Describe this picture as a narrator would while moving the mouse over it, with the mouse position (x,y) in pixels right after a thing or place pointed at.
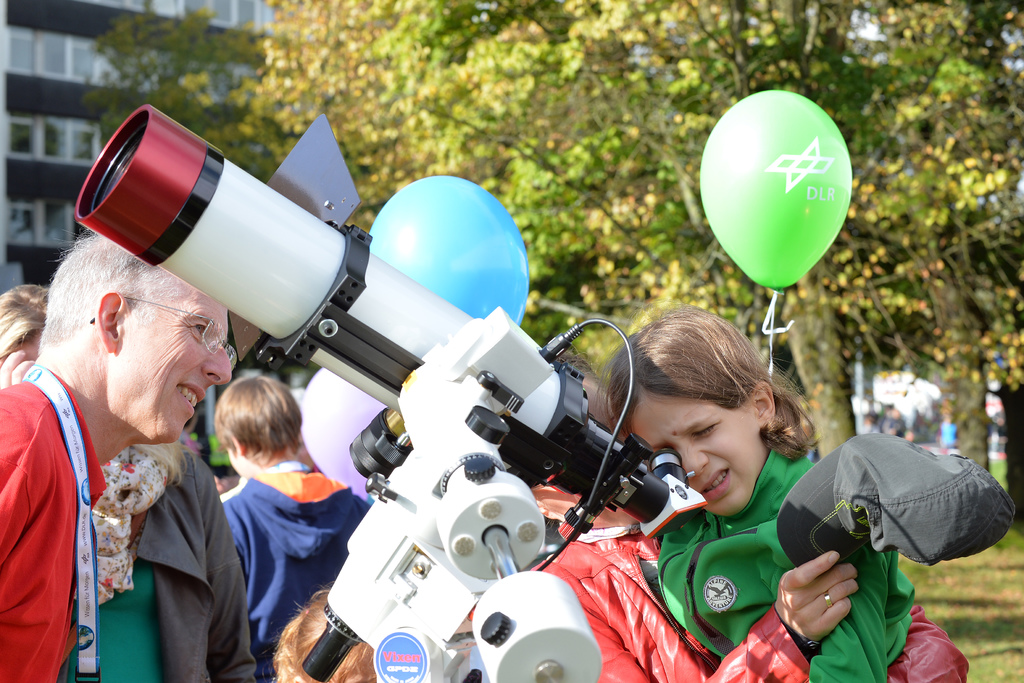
In this picture I can see building (34,166) and trees (696,108) and few people (238,504) standing and I can see telescope (256,300) and I can see balloons (476,290) and grass (982,581) on the ground (972,591).
